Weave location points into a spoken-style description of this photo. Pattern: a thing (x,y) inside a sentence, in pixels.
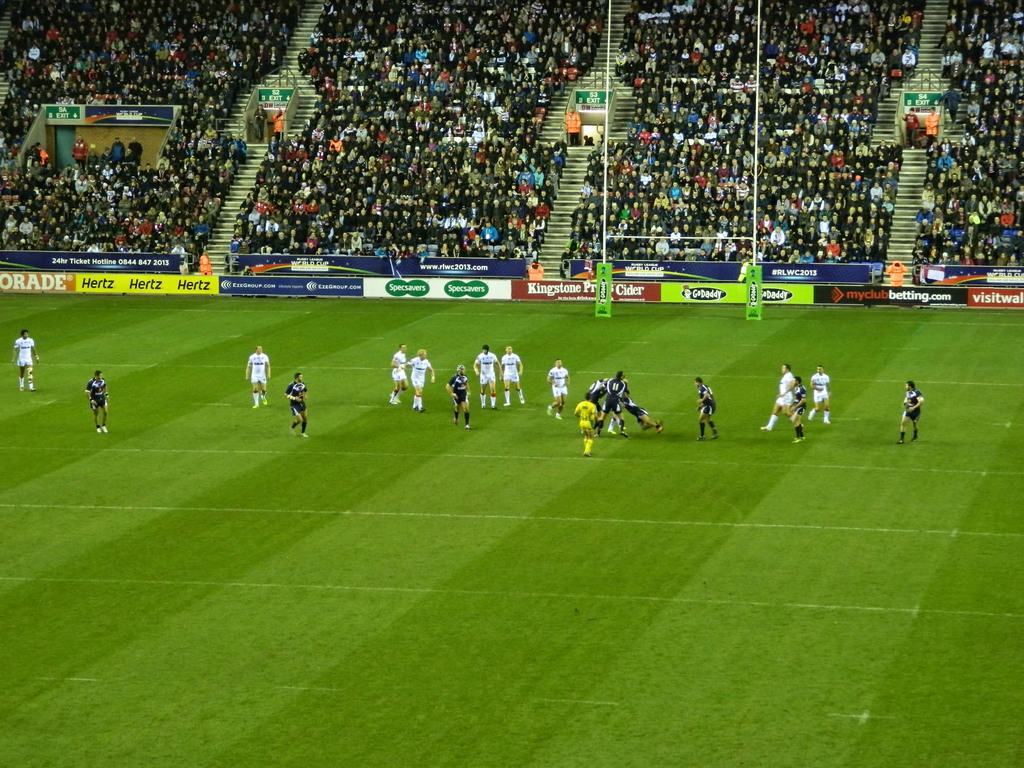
The picture is taken in a rugby court (555,409). In the center of the picture (618,402) there are people (707,402) running on the field (851,381). At the top (177,180) there are people (996,94) sitting in chairs (428,99) and there are staircases (598,63), boards (625,271), banners (46,278) and poles (607,79).
